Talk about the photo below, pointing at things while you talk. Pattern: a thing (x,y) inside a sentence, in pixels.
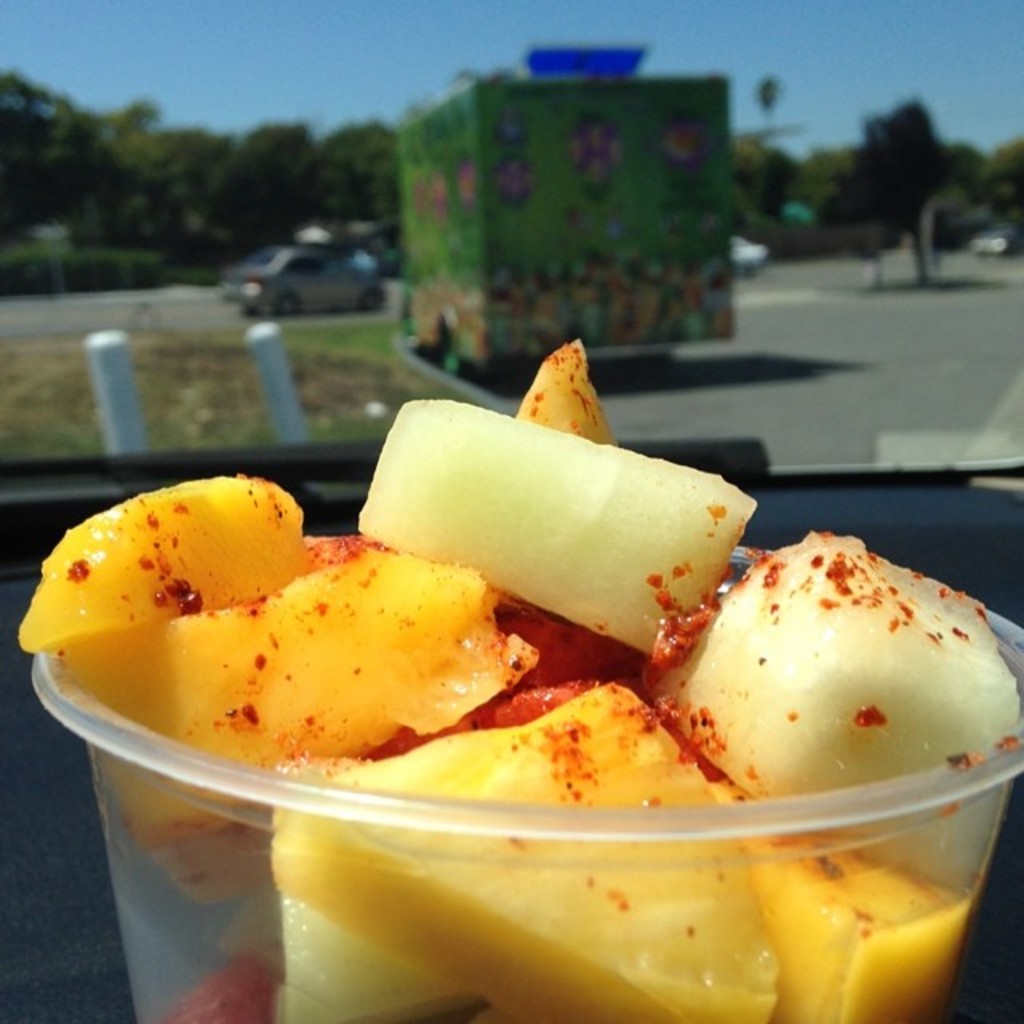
In the picture we can see a cup (428,979) with some salads (908,978) and behind it, we can see a road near the grass surface (304,329) and on the road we can see a truck (658,292) and a car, and in the background (86,278) we can see plants (25,268), trees (169,161) and sky (676,1).
